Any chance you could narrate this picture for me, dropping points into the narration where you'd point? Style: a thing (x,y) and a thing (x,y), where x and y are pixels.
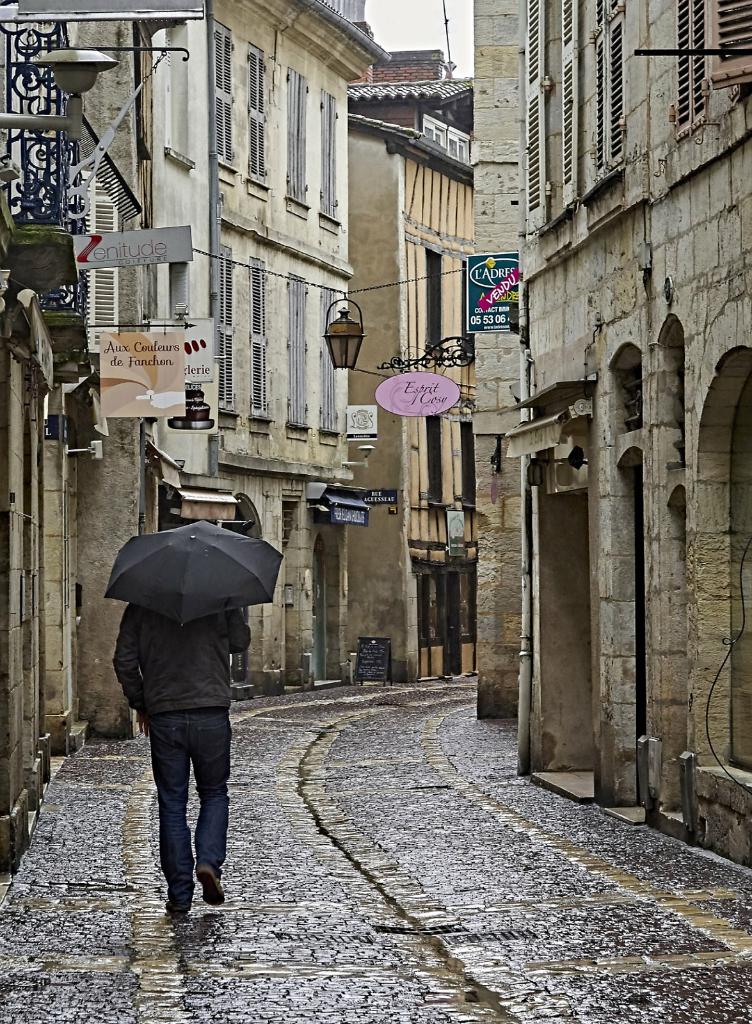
In this picture I can see buildings (393,333) and few boards (110,375) with some text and I can see a human (197,725) holding a umbrella (280,565) and walking.
